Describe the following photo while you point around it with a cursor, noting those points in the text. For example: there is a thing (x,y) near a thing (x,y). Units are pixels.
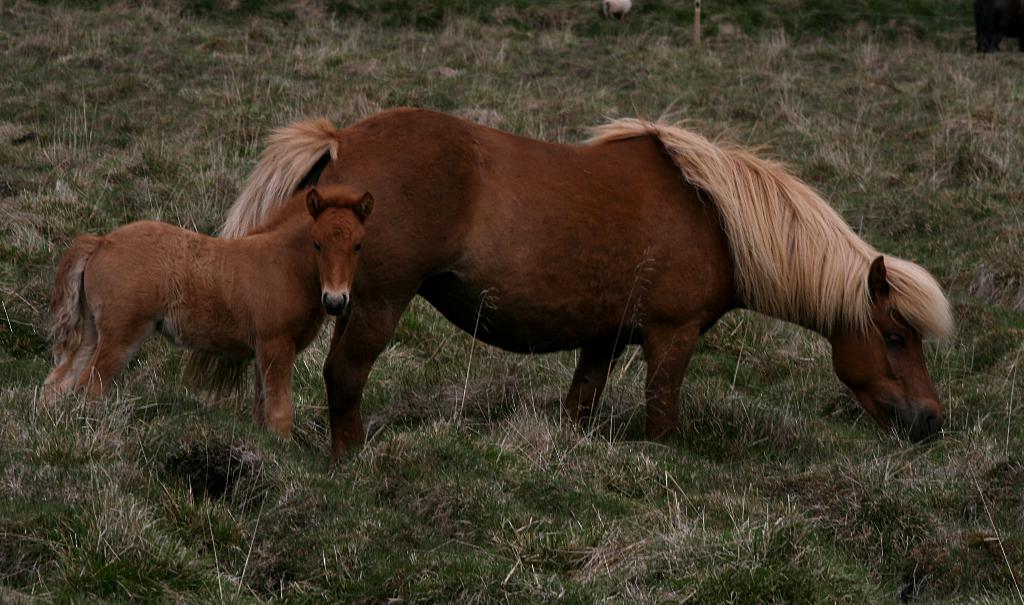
There are two animals (781,270) on the ground (430,490) and this is grass (212,514).
